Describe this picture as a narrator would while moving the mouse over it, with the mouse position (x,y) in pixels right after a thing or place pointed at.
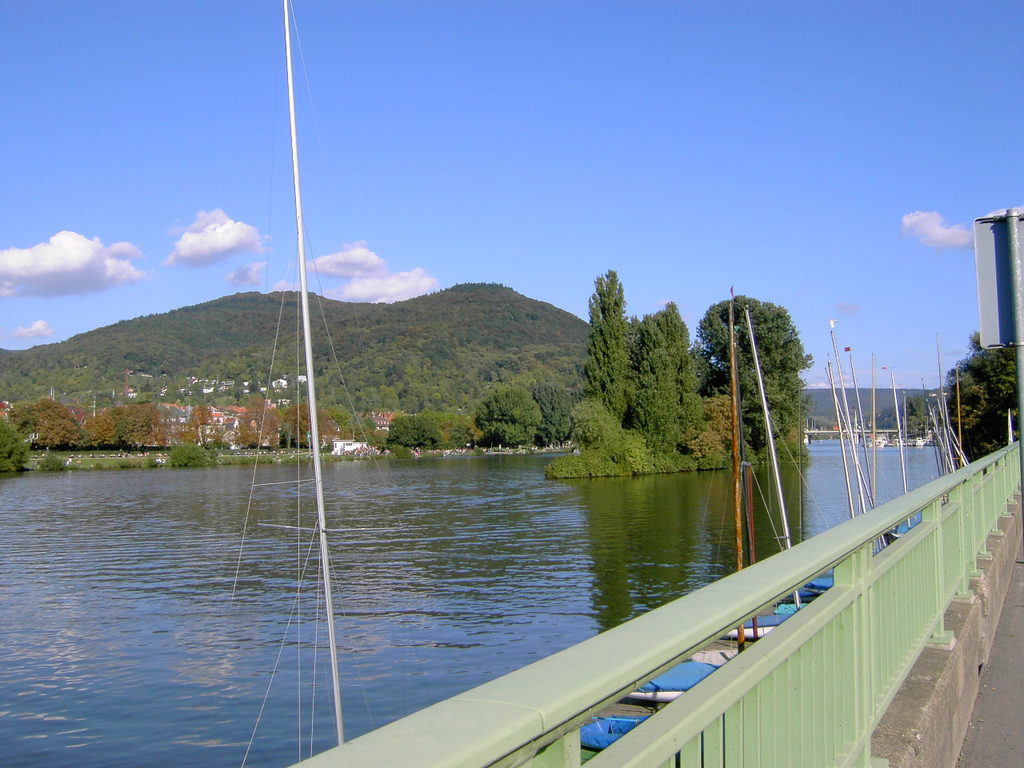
In the picture I can see the water (762,523) and there are boats (591,726) moored on the water (637,595). I can see the metal grill fence (954,541) on the right side (932,488). In the background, I can see the hills (173,352), houses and trees (605,344). There are clouds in the sky (753,183). It is looking like a caution board pole (986,282) on the right side (1008,281).
